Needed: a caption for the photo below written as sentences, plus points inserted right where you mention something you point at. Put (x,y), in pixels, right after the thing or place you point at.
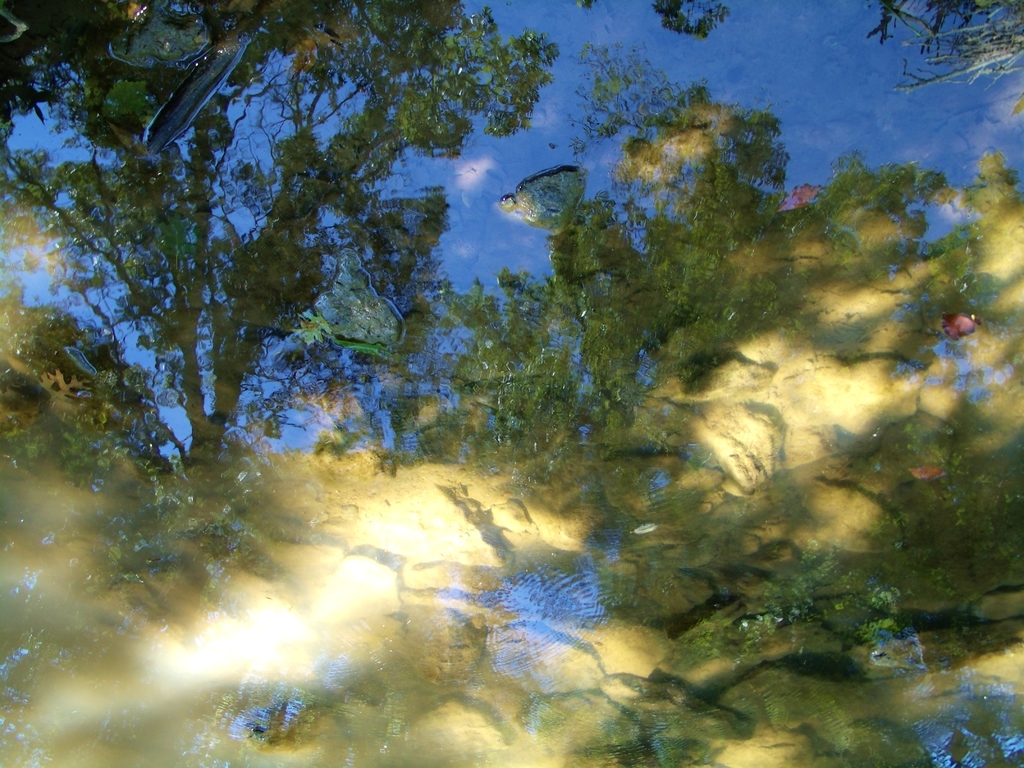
In this image there is water (664,553) truncated, there is fish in the water (198,56), there is a rock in the water (501,222), there is a tree (231,286) truncated towards the left of the image (76,223), there are trees (167,189) truncated towards the top of the image (968,39), there is a tree (922,34) truncated towards the right of the image (999,47), there are objects (961,330) in the water (387,663).
